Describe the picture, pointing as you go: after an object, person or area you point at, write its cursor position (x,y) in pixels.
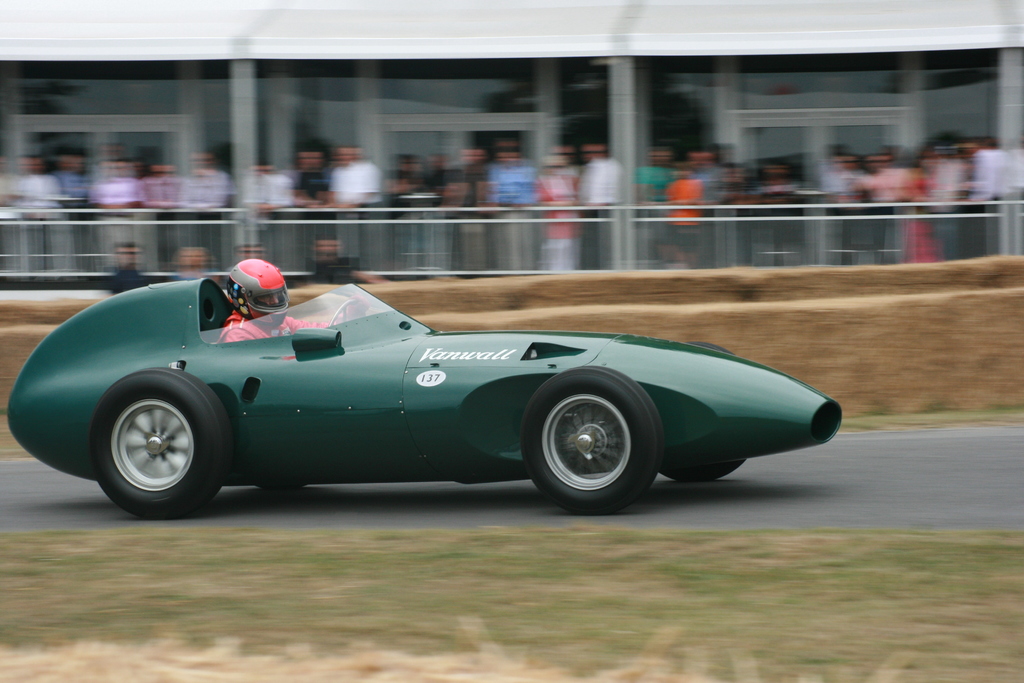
This picture shows a car (568,451) moving on the road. It is green in color and we see a man (239,307) seated and he wore a helmet (260,283) on his head (241,293) and we see a building (857,4) and people (60,181) standing and watching and we see grass (238,631) on the ground (238,631) and the car (95,319) is green in color.
